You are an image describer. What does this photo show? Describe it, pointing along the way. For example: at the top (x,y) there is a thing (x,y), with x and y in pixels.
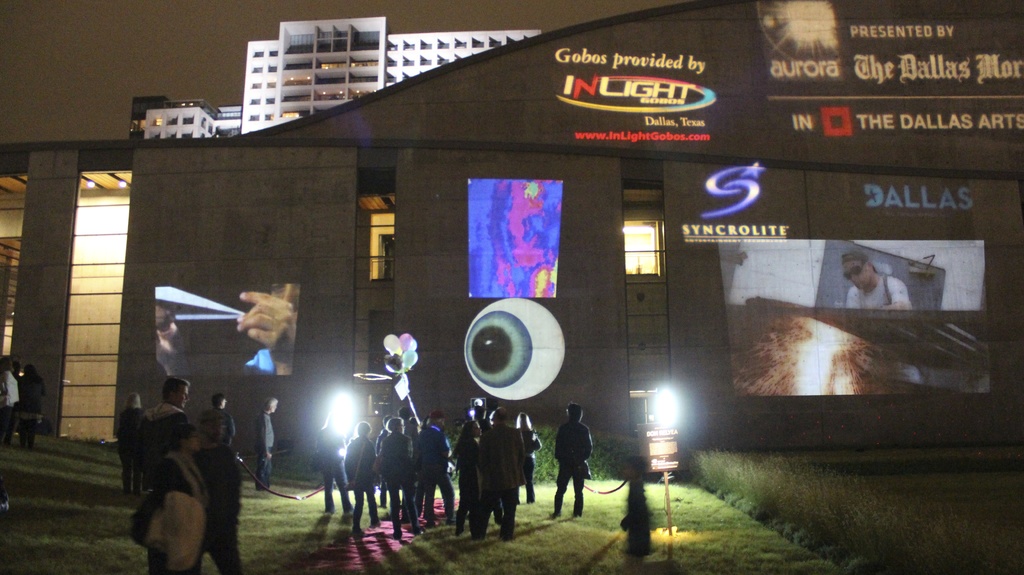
This picture is taken during night, in front of building (430,224) I can see few persons (571,408), balloons (391,363), light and grass (879,481) in the top left (74,60) there is the sky (160,61) visible. On the wall (825,109) of building (846,131) there is a text (932,110) and person image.
